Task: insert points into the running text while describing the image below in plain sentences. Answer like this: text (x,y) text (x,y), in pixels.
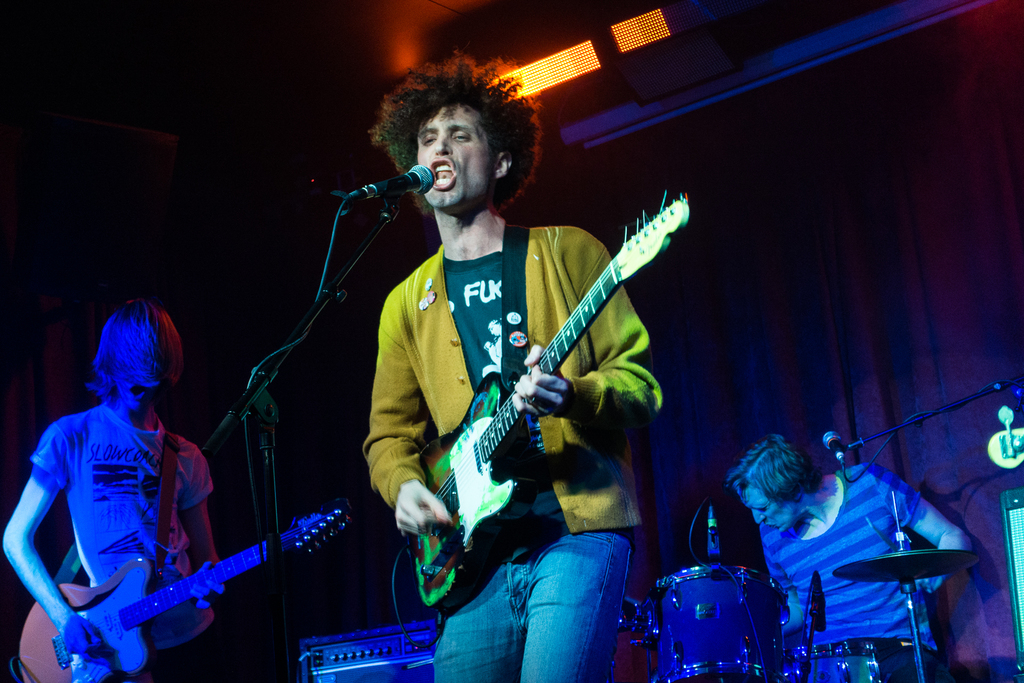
In this image i can see on the front (545,284) a person (410,299) wearing a yellow color cardigan (414,340) and he holding a guitar (556,337) his mouth (449,185) is open and in front of him there is a mike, on the background (714,629) I can see there are some drums (697,647) and there is a person (807,526) playing a drums (708,616) and on the left side (60,591) corner a person (93,505) holding a guitar (165,587) and standing on the floor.
